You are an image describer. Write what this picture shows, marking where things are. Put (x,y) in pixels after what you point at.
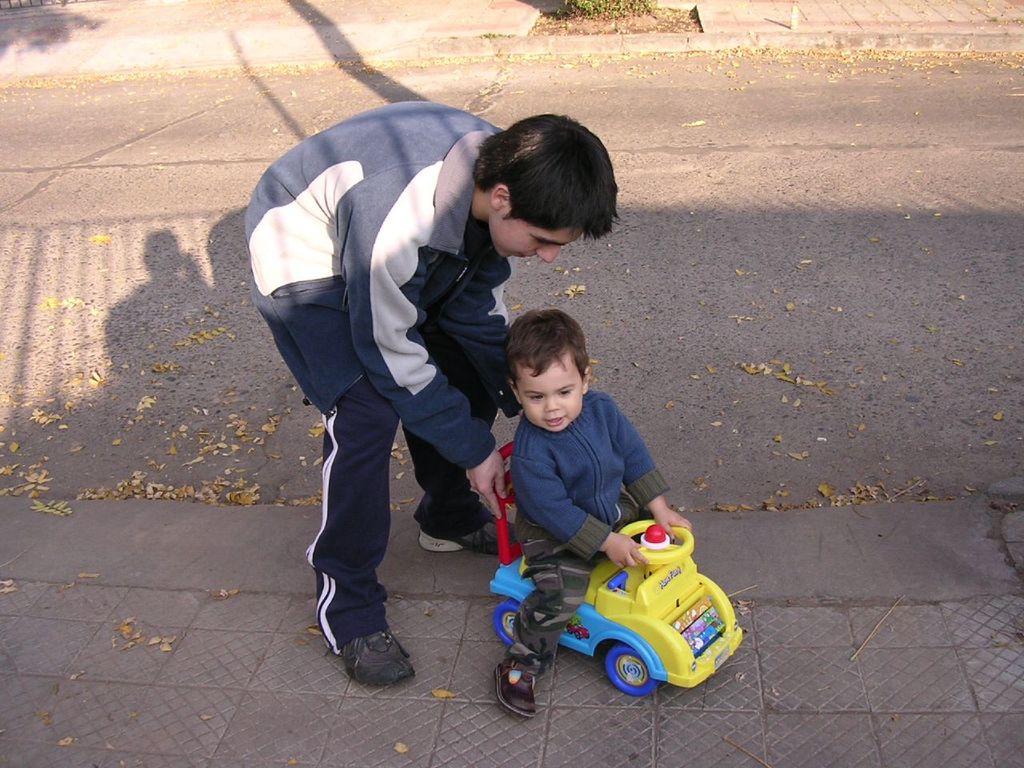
In the foreground (360,441) we can see dry leaves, boy (385,441), kid (570,523), footpath (72,690) and a toy (611,595). In the middle (595,377) it is road (510,77). At the top (433,9) we can see footpath (545,47) and a plant (598,15).
